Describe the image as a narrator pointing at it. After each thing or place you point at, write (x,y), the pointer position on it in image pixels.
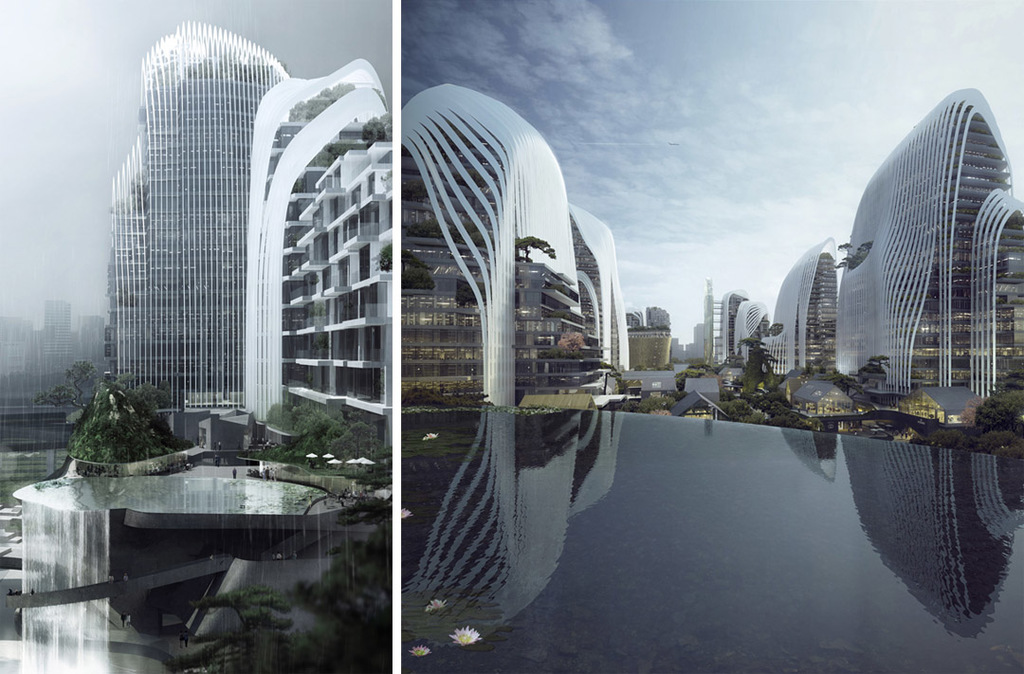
It is a collage image. In the image we can see some buildings (254,266) and trees (1006,431) and water (981,494). At the top of the image (98,92) there are some clouds (1023,178) in the sky (94,309).
